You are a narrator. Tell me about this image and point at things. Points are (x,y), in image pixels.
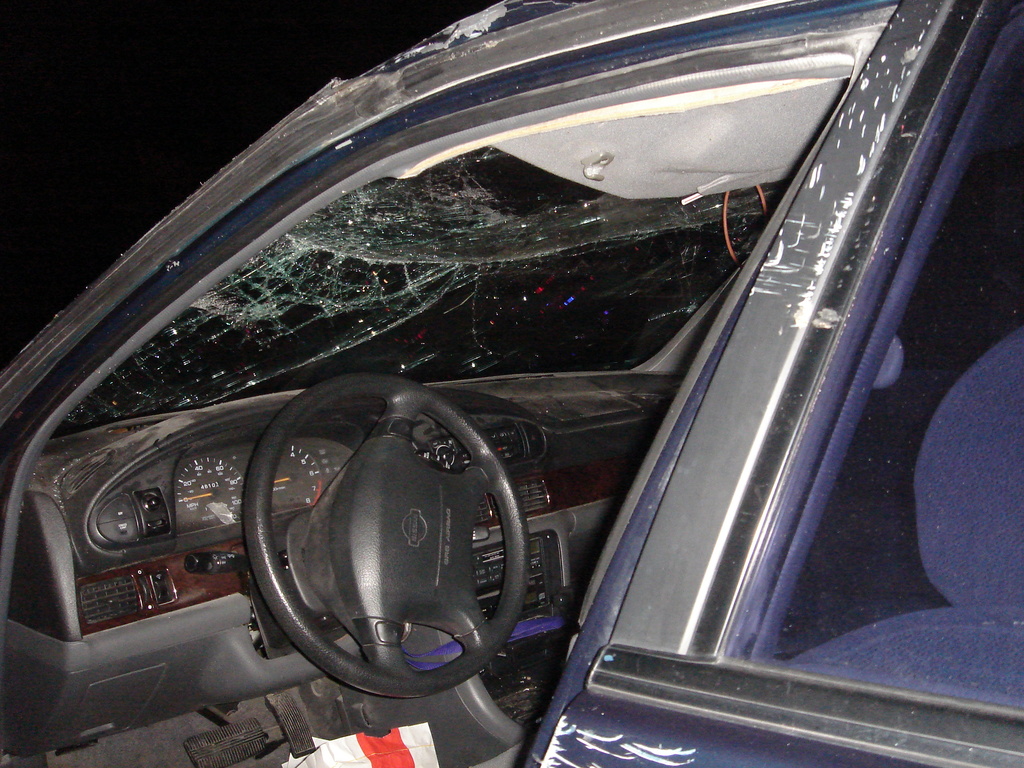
In the picture I can see a car (484,181). I can see the windshield glass (494,296) of a car (445,326) is broken. I can see the steering (376,675) of a car (293,612) and speed indicating meters (319,449) on the left side (326,642).
